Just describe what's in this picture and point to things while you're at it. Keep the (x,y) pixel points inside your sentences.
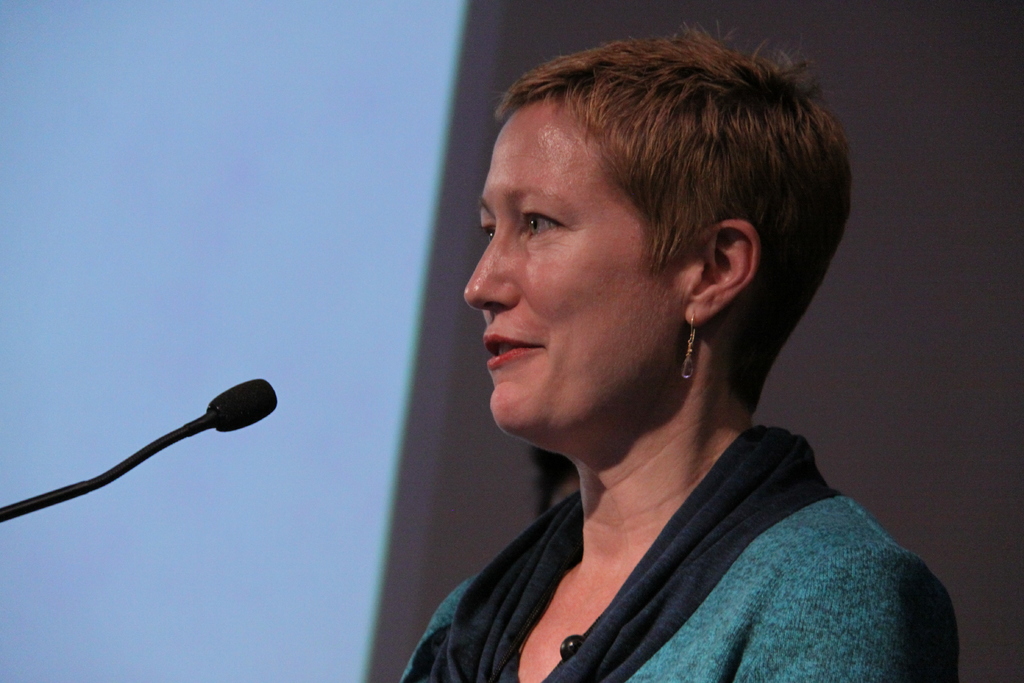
In this image we can see a lady (890,593). To the left side of the image (244,387) there is a mic (265,390). In the background of the image (843,118) there is wall (573,9). There is a screen (220,139).
